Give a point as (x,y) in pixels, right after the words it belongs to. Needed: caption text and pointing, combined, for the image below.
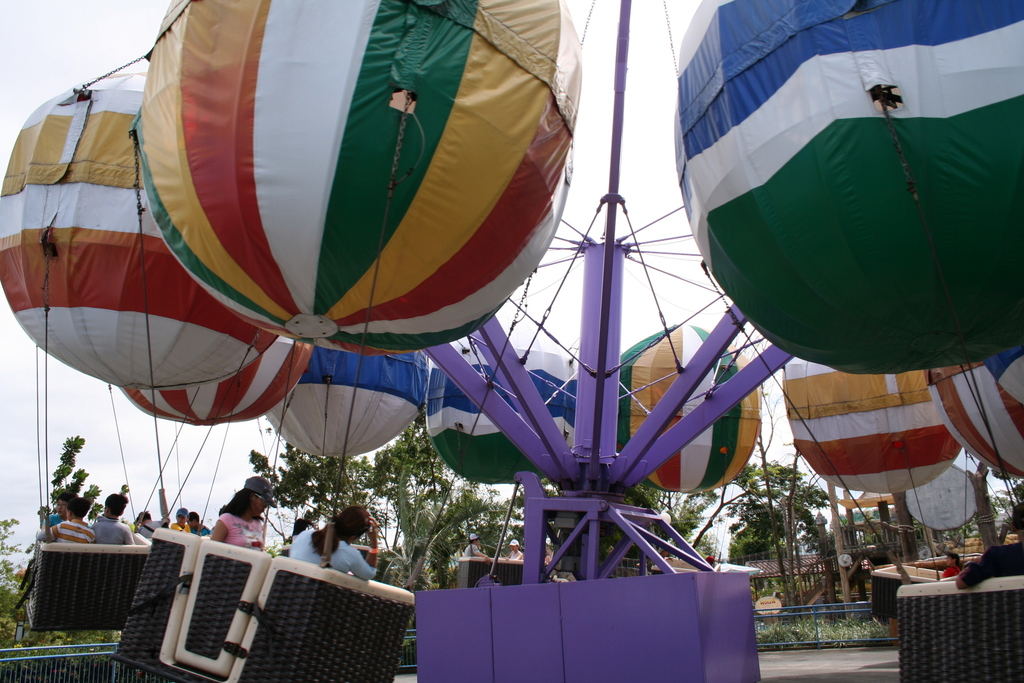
In this image we can see the hot air balloons (437,262) with the people (1020,538). In the background (793,625) we can see the fence (818,627), path (824,658), grass (840,636) and also the trees (402,511). We can also see the sky (27,26).
